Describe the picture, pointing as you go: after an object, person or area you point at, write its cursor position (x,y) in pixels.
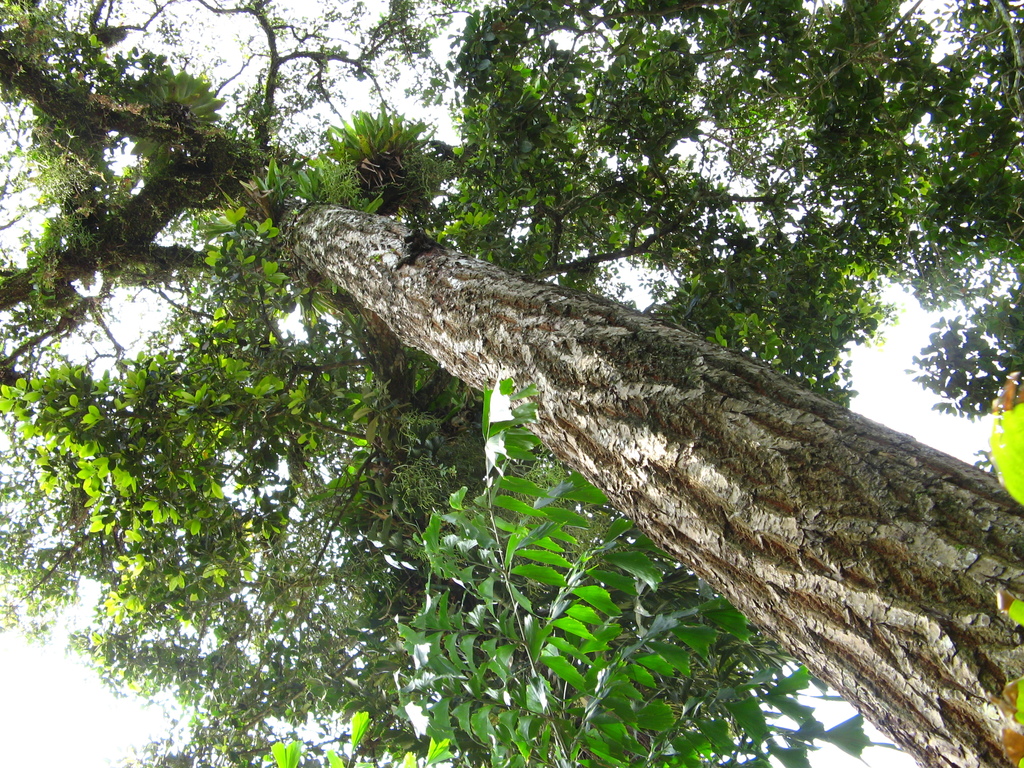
In this picture we can see a tree (586,423) in the front (516,439), we can see the sky (401,107) in the background (410,73).
